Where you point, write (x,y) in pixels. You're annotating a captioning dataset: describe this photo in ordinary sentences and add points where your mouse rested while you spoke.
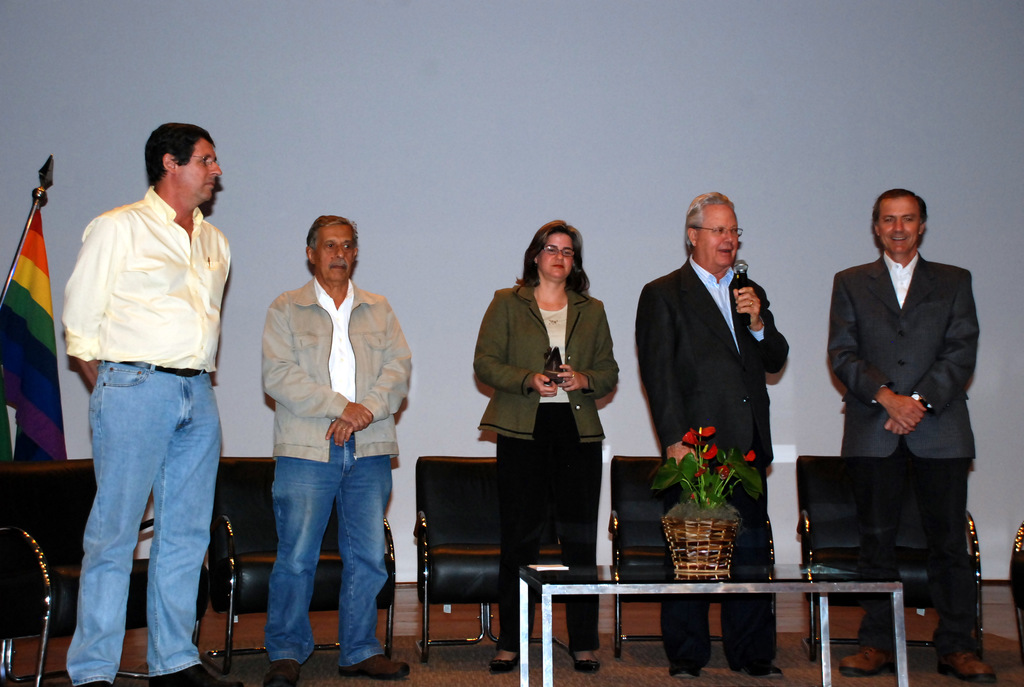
On the left side (323,382), there are two persons (272,387) standing on a stage (18,661). Beside them, there are two black color chairs (254,460) arranged and there is a flag (25,355). On the right side (921,323), there are two persons (899,273) and a woman (534,323) standing on the stage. One of them is holding a mic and speaking. Beside them, there are black color chairs (425,484) arranged, there is a flower vase (701,492) arranged on a table (744,564). In the background (940,107), there is a white wall (669,64).
